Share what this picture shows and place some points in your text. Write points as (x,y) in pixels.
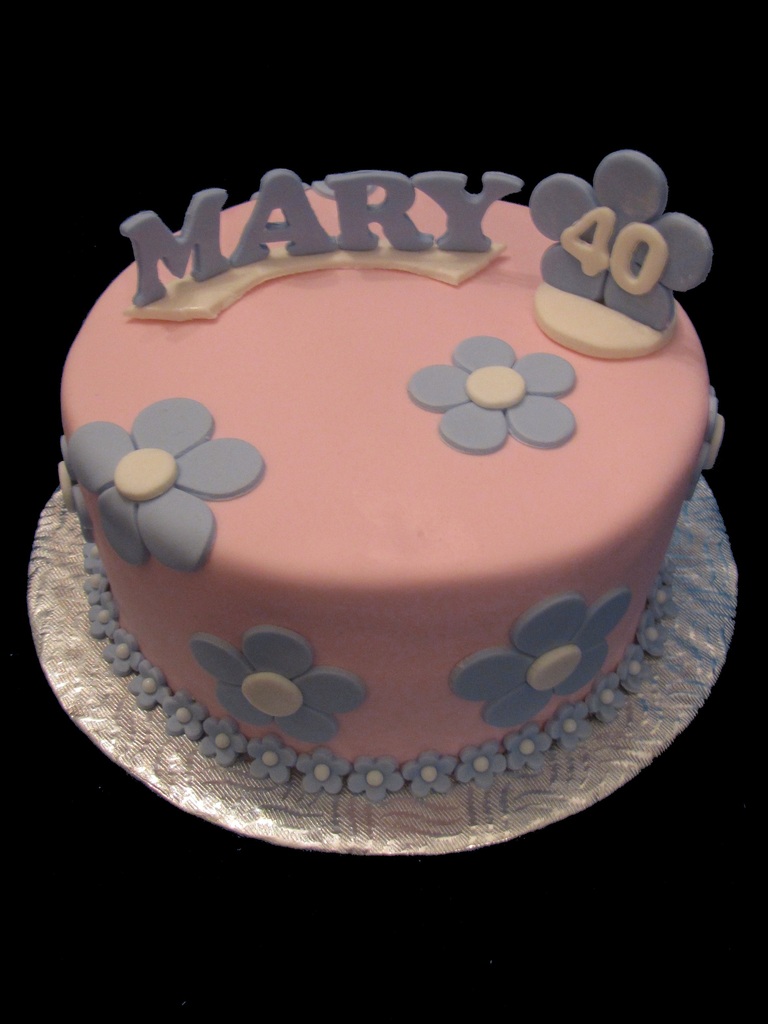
In the middle of this image (329,549), there is a pink colored cake (336,527), on which there are gray color letters (175,251) and flowers (117,510) placed on a silver color plate (47,525). This plate (57,612) is placed on a surface (741,747). And the background (51,169) is dark in color.
